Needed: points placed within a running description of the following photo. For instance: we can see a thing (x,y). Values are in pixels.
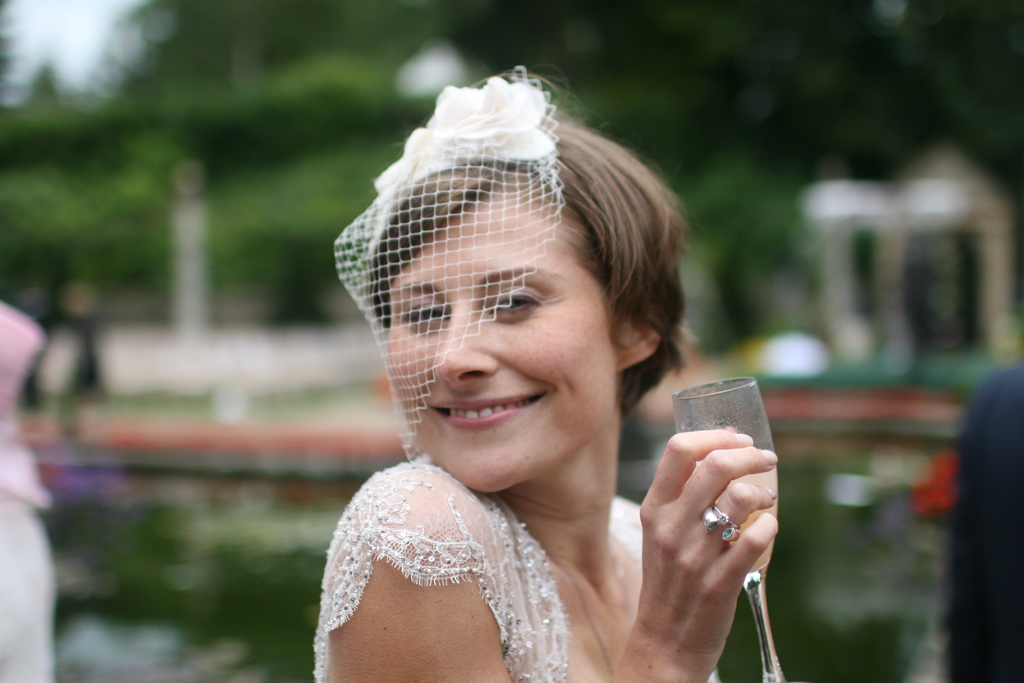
This Picture describe about the beautiful woman (406,503) wearing white dress (401,524) and a net cap (513,111) on her head (473,280), Holding a glass (681,413) of wine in her hand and giving the smile in the camera. Behind we can see some plants (209,215) and water lake (119,562).
